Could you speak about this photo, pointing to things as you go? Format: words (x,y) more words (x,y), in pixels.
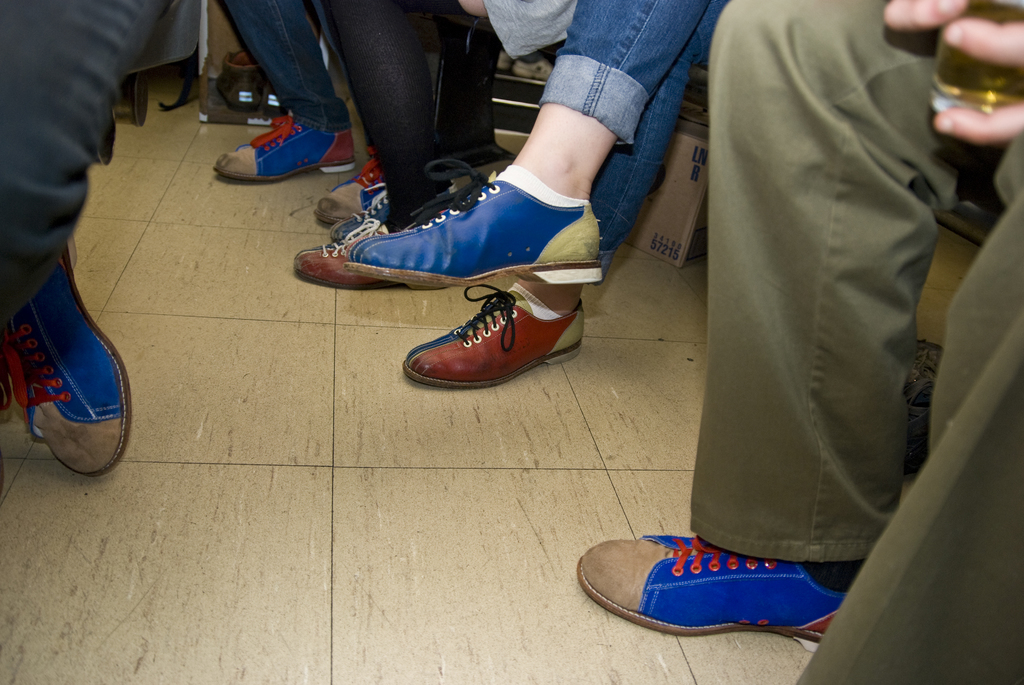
In this picture we can see legs (41,54) of people (850,456) with footwear (735,595) on the floor (374,550). We can see box (657,217) and objects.
